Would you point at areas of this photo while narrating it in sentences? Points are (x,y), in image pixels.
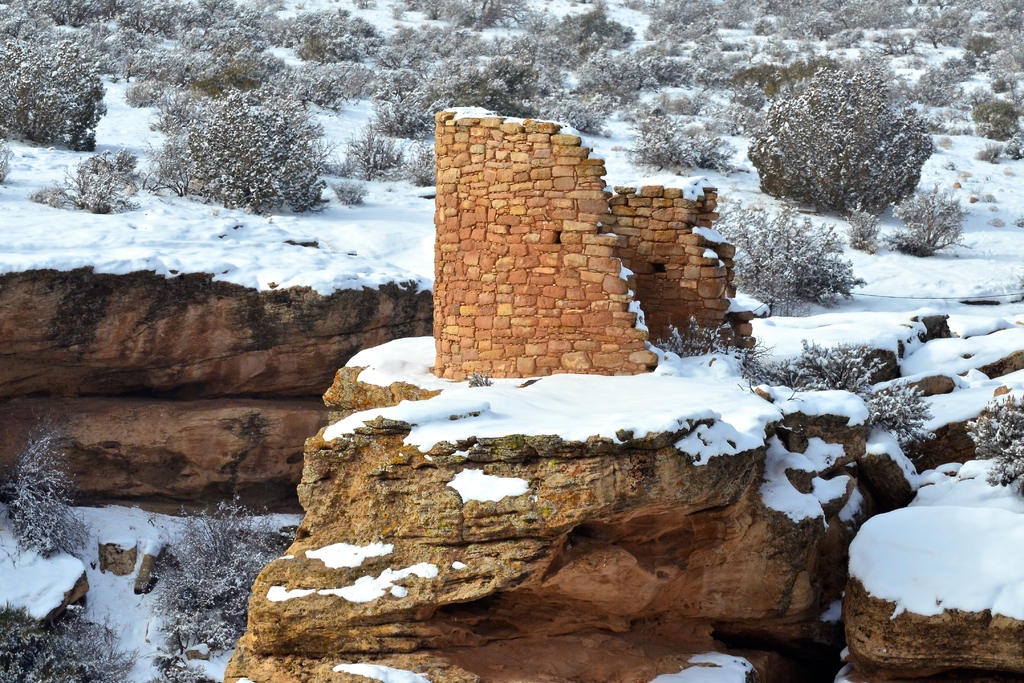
In the middle of the picture (584,284), we see a wall (558,295) which is made up of bricks (528,295). Beside that, we see rocks (431,511) which are covered with ice (736,438). There are plants (261,120) in the background (284,95). These plants (361,90) are covered with snow (1012,214) and ice (232,97).
